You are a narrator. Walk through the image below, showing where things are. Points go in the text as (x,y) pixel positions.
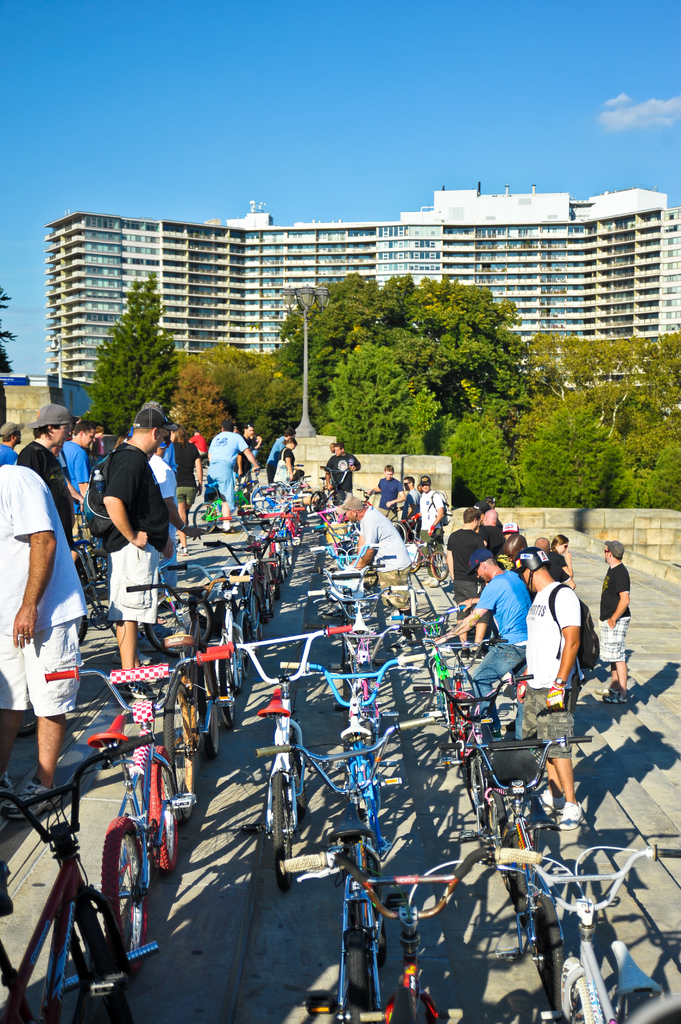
In this image we can see a group of people (456,571) on the ground (146,652). One person (114,488) is wearing a bag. In the foreground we can see a group of bicycles (388,1019) placed on the ground (664,955). On the right side of the image (601,863) we can see a staircase (604,860). In the center of the image (367,374) we can see a group of trees (461,386) and building (375,272) with windows (199,265). At the top of the image (415,193) we can see the sky (403,61).
